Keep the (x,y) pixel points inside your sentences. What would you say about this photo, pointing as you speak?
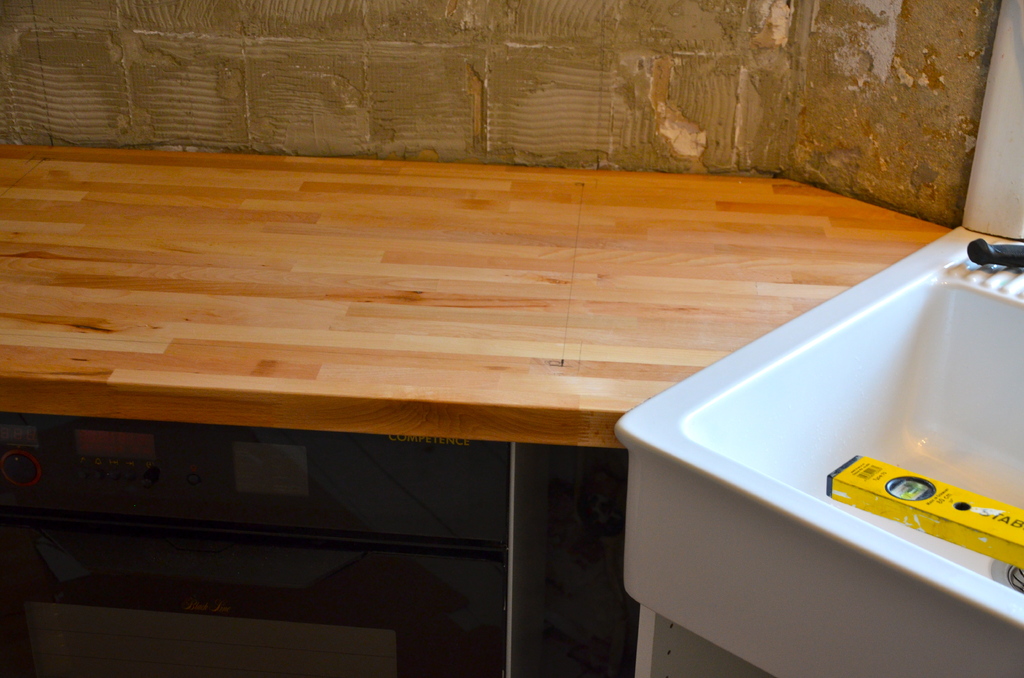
In this picture I can observe a brown color desk (393,333). On the right side (880,397) I can observe white color sink (786,456). In the background (633,108) there is a wall (450,105).
